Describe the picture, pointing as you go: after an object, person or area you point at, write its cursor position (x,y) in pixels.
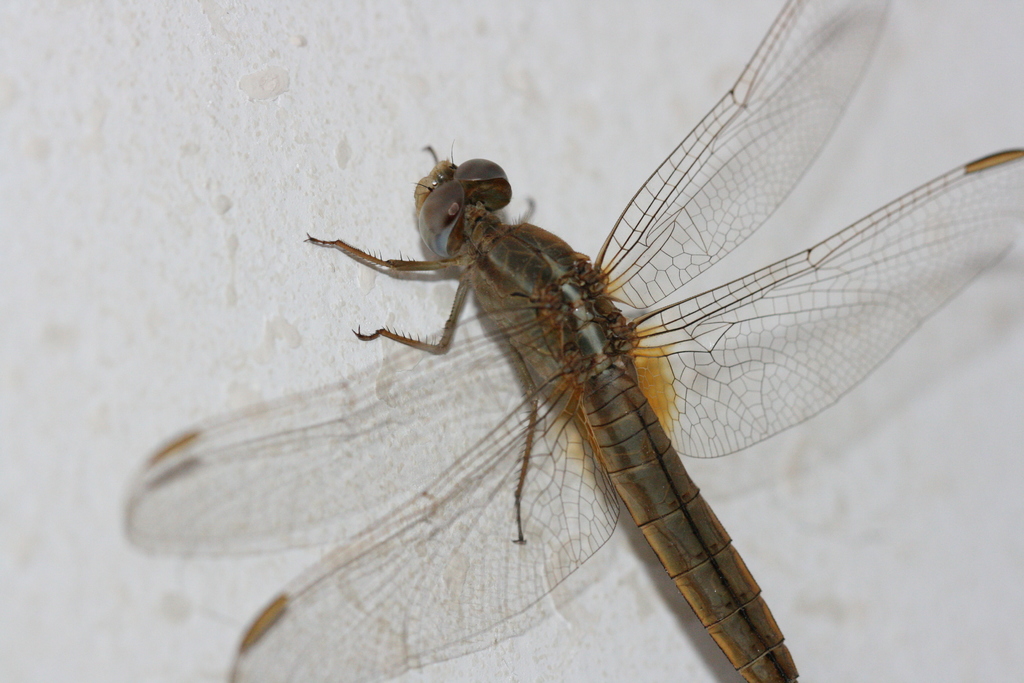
Here we can see dragonfly (554,414) on the white surface (351,231).
